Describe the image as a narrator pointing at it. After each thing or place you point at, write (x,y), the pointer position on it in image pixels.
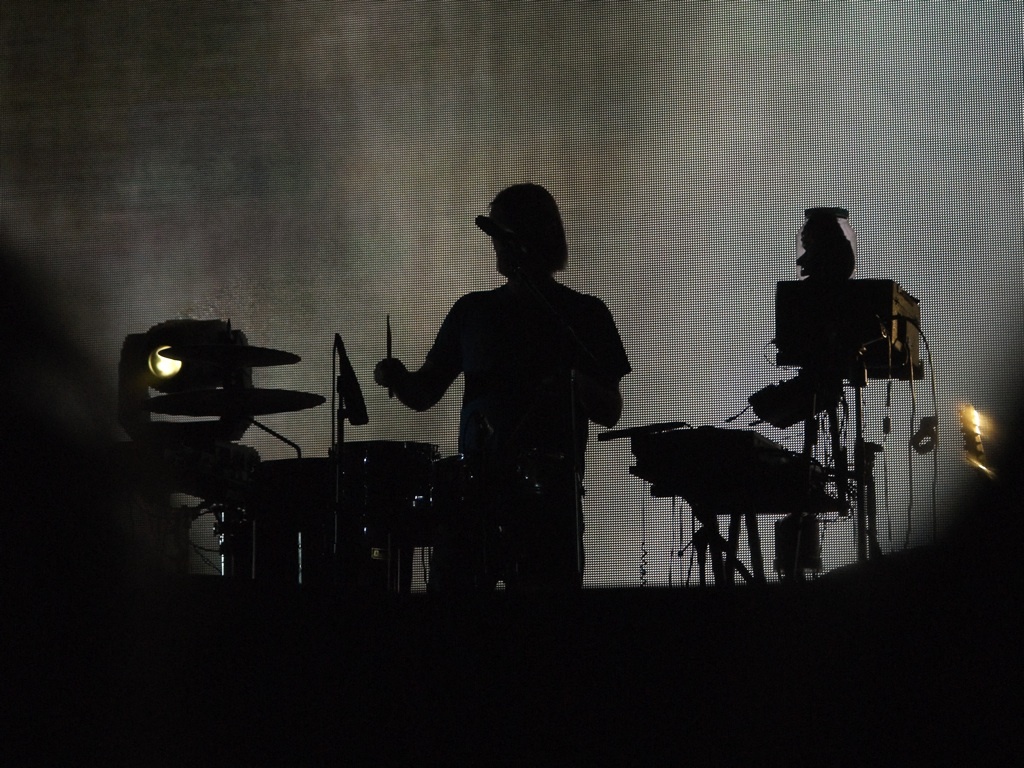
This picture is dark, there is a person (392,375) standing and holding stick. We can see microphone (344,396) with stand (338,466), devices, musical instrument (315,502), light (978,413) and cables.
